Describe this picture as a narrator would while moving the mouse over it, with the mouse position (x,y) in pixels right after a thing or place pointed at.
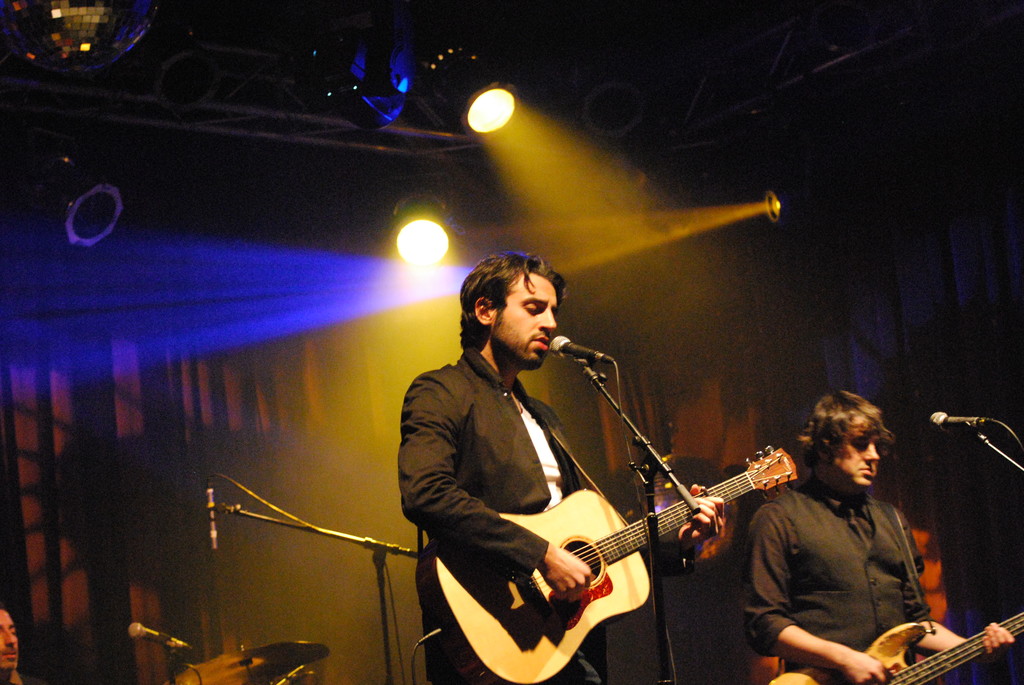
there is big stage (242,385) and the two persons (551,477) they are holding the guitars (893,645) and one person (458,448) is singing the song and the stage (885,319) it has mikes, guitars (906,647) and lights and another person (10,664) who is sitting on chair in front of mike (167,638).
